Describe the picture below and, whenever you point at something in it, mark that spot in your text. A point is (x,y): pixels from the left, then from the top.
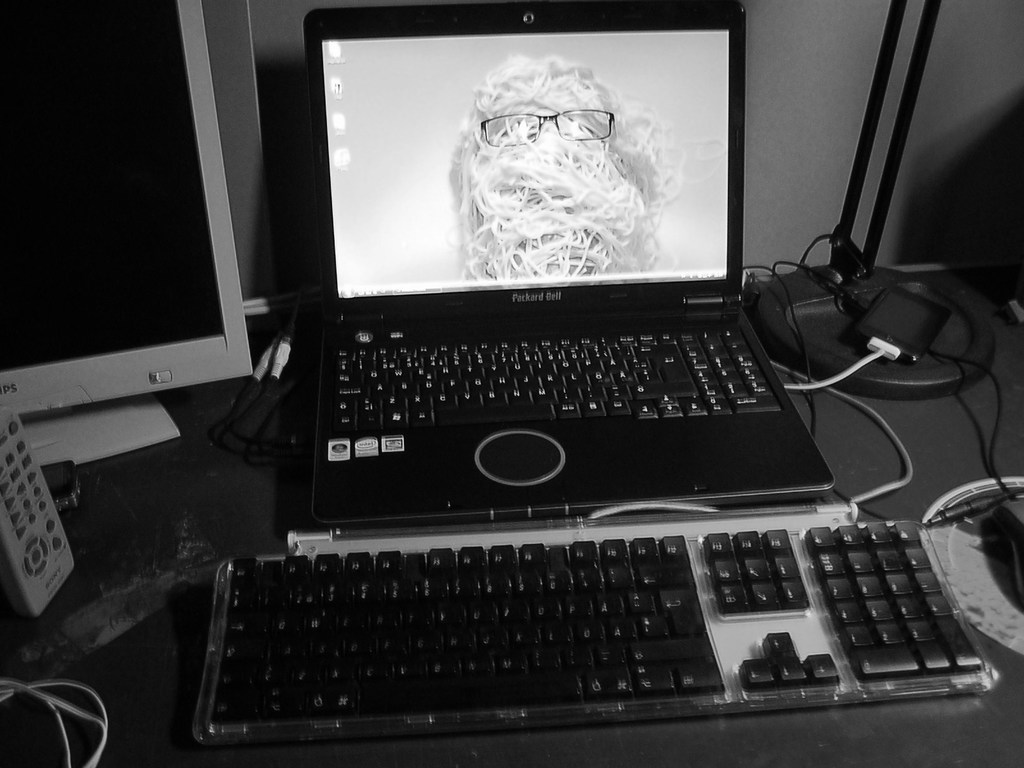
In this picture I can see a laptop (512,401), cables (997,383), monitor (91,400), remote (31,605), keyboard (798,651), mobile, mouse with a mouse pad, there is a stand (866,277) of a table lamp (880,271) on the table (165,577), and in the background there is a wall (1000,16).
